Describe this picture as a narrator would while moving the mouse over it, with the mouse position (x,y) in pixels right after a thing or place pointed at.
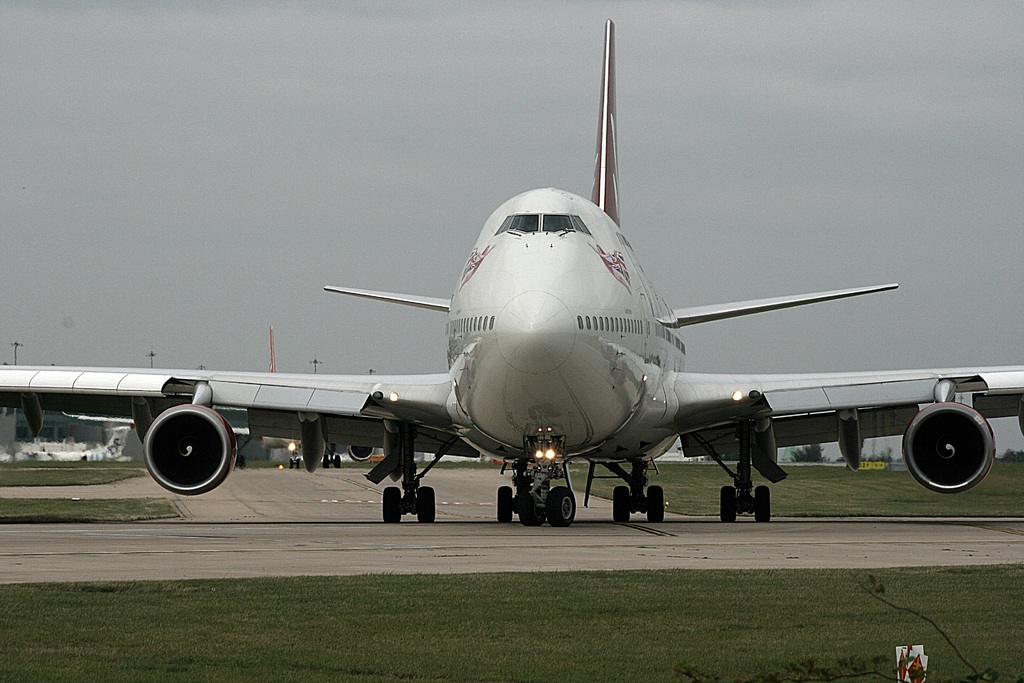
This picture shows couple of aeroplanes (223,422) and we see a aeroplane (855,429) moving on the runway (254,571) and we see grass (787,617) on the ground (361,505).
